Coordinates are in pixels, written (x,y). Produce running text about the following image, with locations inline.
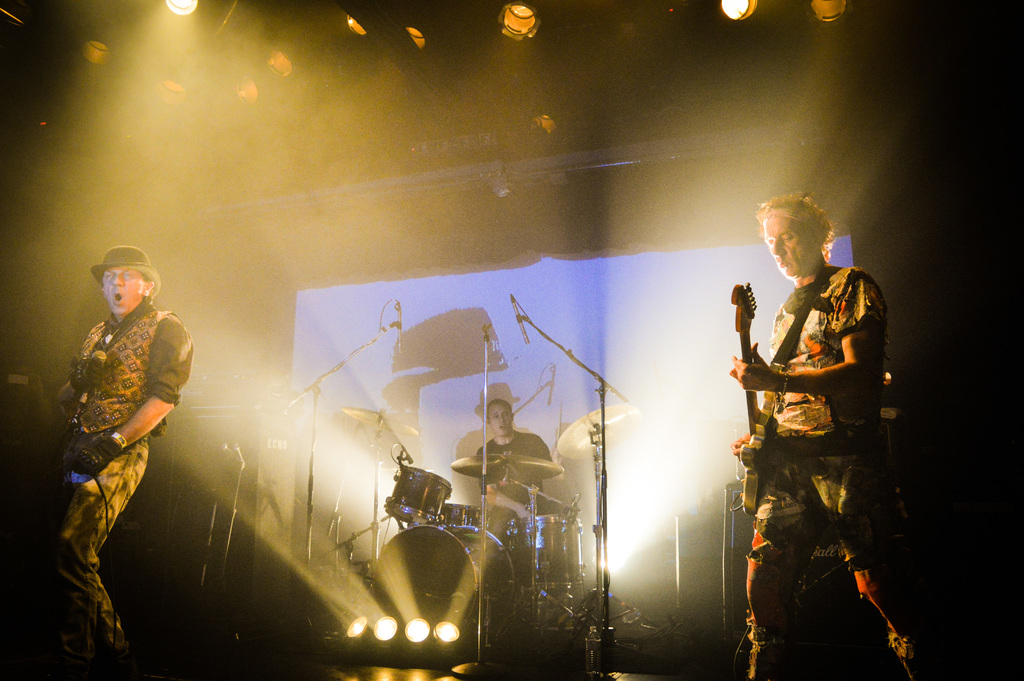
In this image I see a man (174,381) who is holding a mic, another man (859,509) holding a guitar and in the background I see a man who is with the drums (374,417) and I see the lights (624,455).
